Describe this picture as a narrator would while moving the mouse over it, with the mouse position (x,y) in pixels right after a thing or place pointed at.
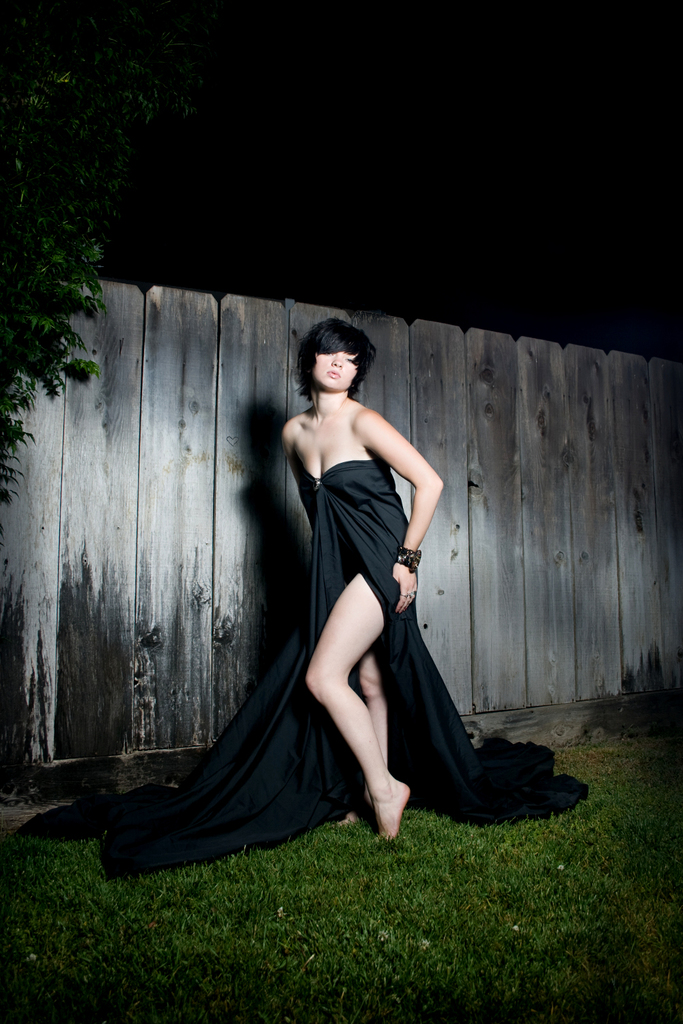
In this image we can see a woman (399,564) wearing a black color dress (366,557) and standing on the ground (350,867), also we can see a tree (77,106) and the wall (79,429), there is some grass (193,889) and the background (390,144) is dark.
